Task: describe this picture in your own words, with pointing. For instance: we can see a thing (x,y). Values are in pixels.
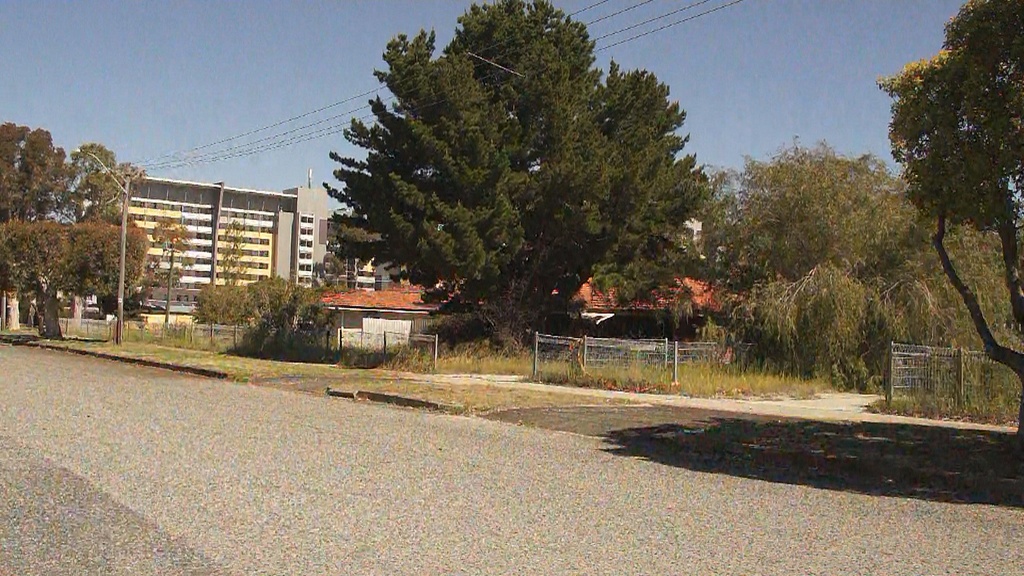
In this picture I can see few buildings (245,210), trees (514,194) and a pole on the sidewalk (414,379) and I can see metal fence (406,337) and few houses (607,320) and a clear sky (205,62).
